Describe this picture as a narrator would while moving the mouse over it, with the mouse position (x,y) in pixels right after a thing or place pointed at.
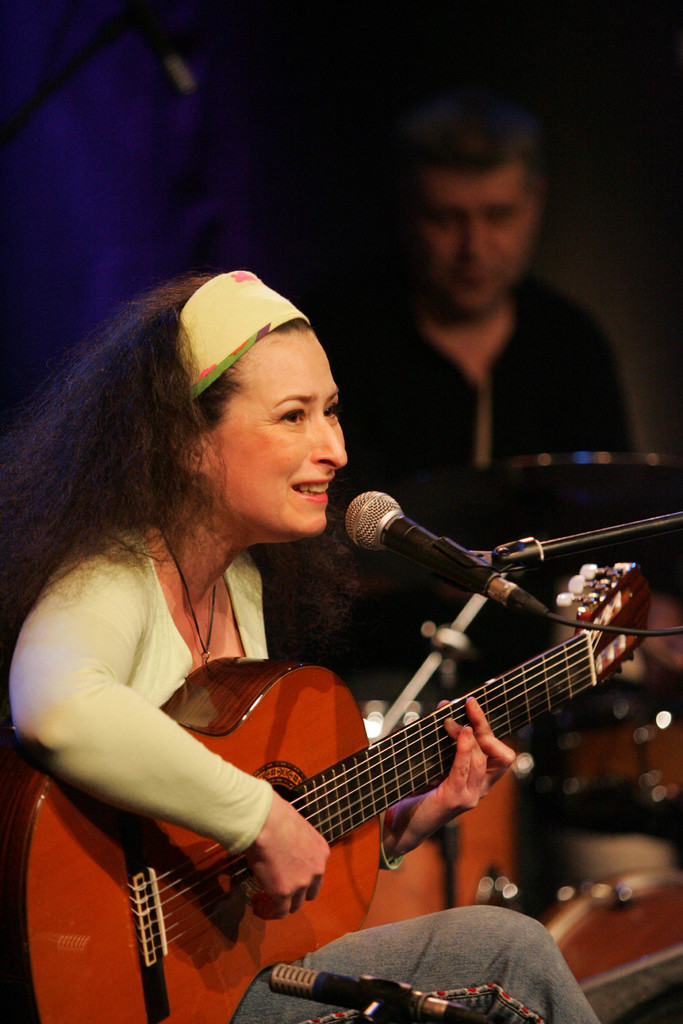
Here we can see one woman (266,834) sitting in front of a mike (499,578) playing guitar (138,835) and singing. Aside to this woman (267,480) we can see other man (411,386). Background (178,172) is very dark.
